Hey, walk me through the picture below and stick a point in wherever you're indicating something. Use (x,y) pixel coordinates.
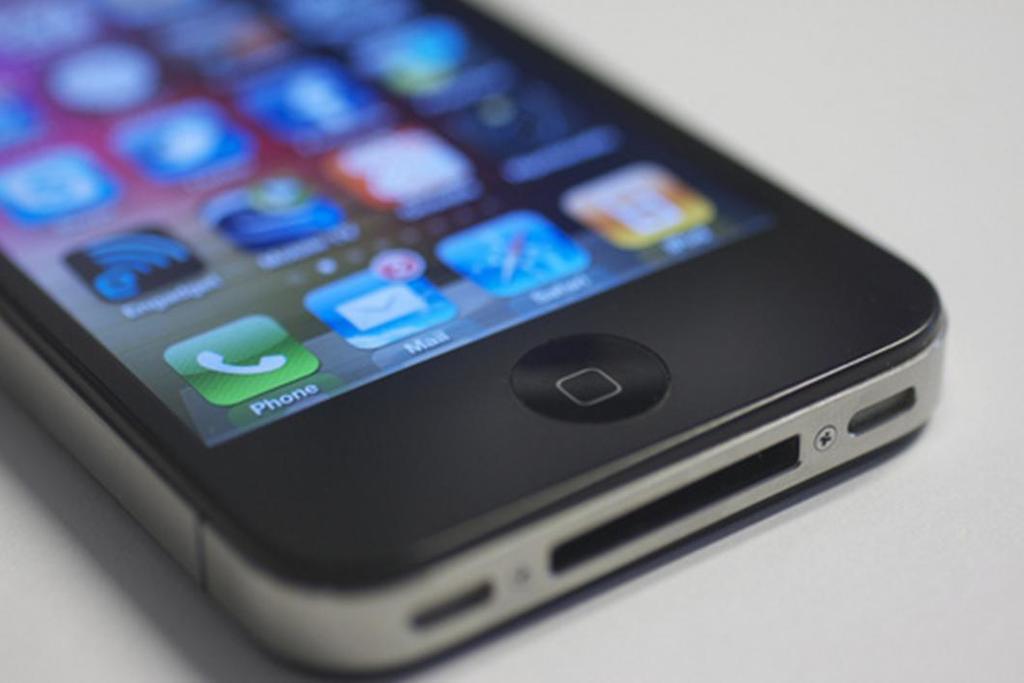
In this image there is a zoom in picture of a mobile (378,239) as we can see there are some icons (247,204) on the display (296,267) of this mobile (296,267).
